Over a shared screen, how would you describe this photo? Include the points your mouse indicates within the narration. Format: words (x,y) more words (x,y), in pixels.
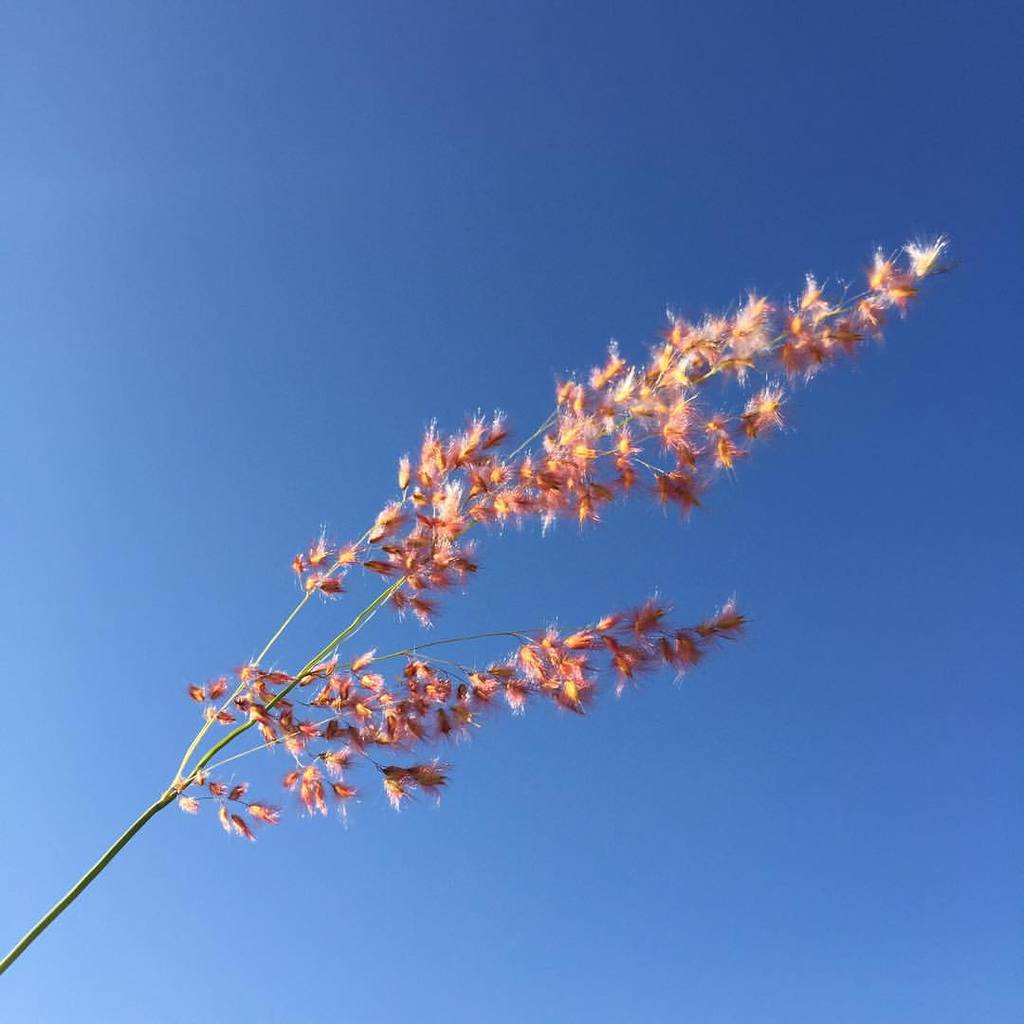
In this image, there is a branch (289,735) of flowers (320,674) on the blue background.
